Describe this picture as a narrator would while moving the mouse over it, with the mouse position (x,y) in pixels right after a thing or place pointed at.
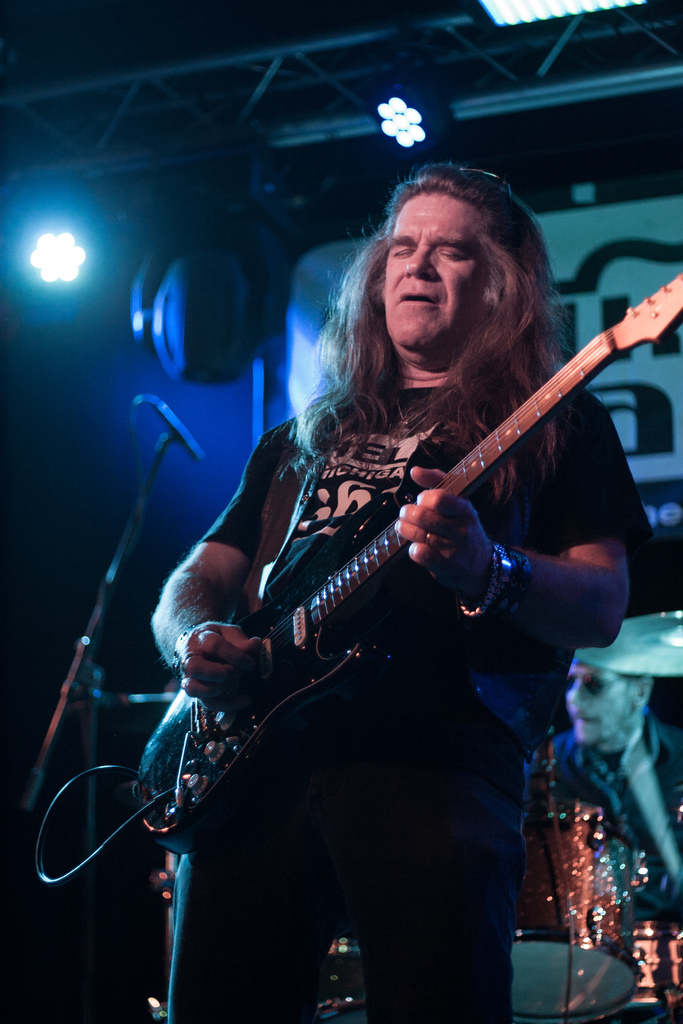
In this image we can see people (490,764) playing musical instruments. There are few lights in the image. There are few objects (88,680) in the image. There is a banner (591,270) at the right side of the image (608,279).
